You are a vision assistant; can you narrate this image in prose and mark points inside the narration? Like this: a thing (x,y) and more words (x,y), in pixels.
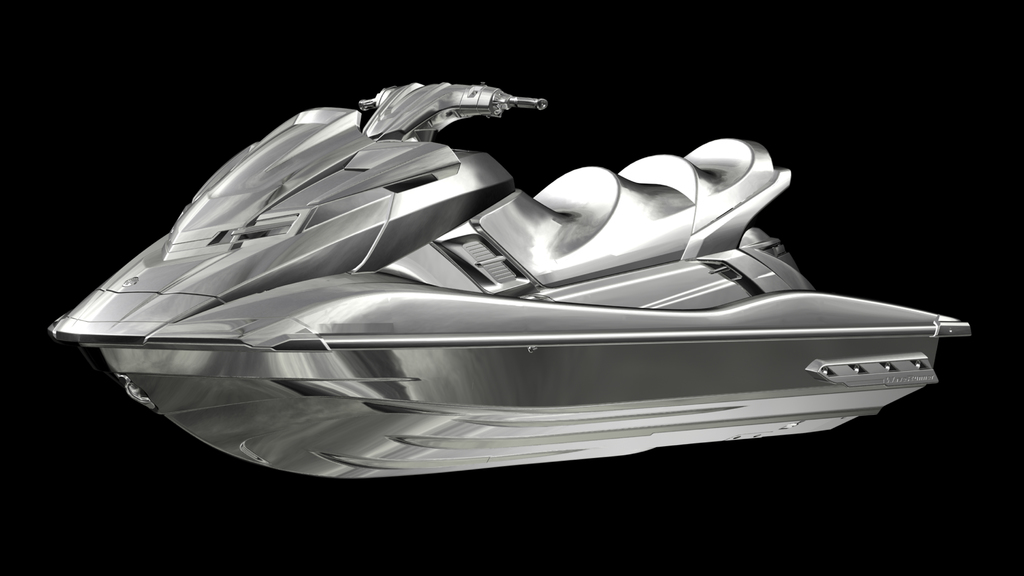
In this image, we can see a silver color motorboat (595,306) with handle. Background (52,449) there is a black color.
